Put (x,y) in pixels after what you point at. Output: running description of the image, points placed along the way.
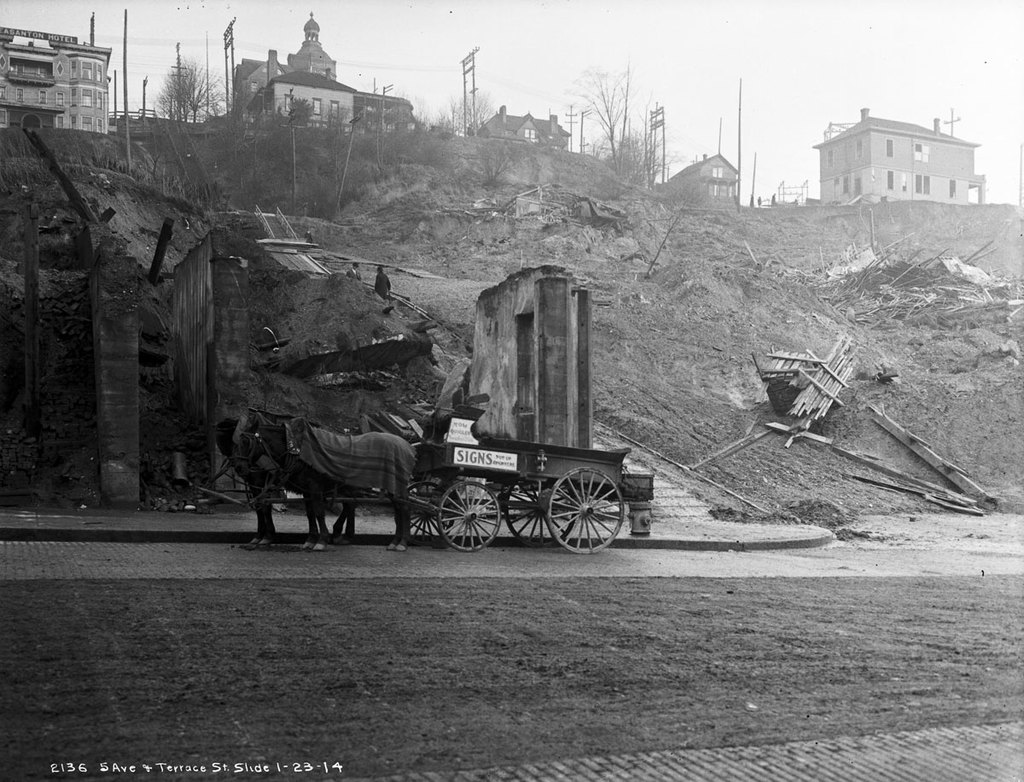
In the foreground of this black and white image, on the bottom (394,665), there is the road (680,652) and a horse cart (532,541) is on it. In the background (912,281), there are broken wooden sticks (801,386), bricks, poles (166,248) are on uneven surface (739,271). On the top (778,184), there are buildings (82,93), few trees (616,145), poles (143,100) and the sky (668,88).
